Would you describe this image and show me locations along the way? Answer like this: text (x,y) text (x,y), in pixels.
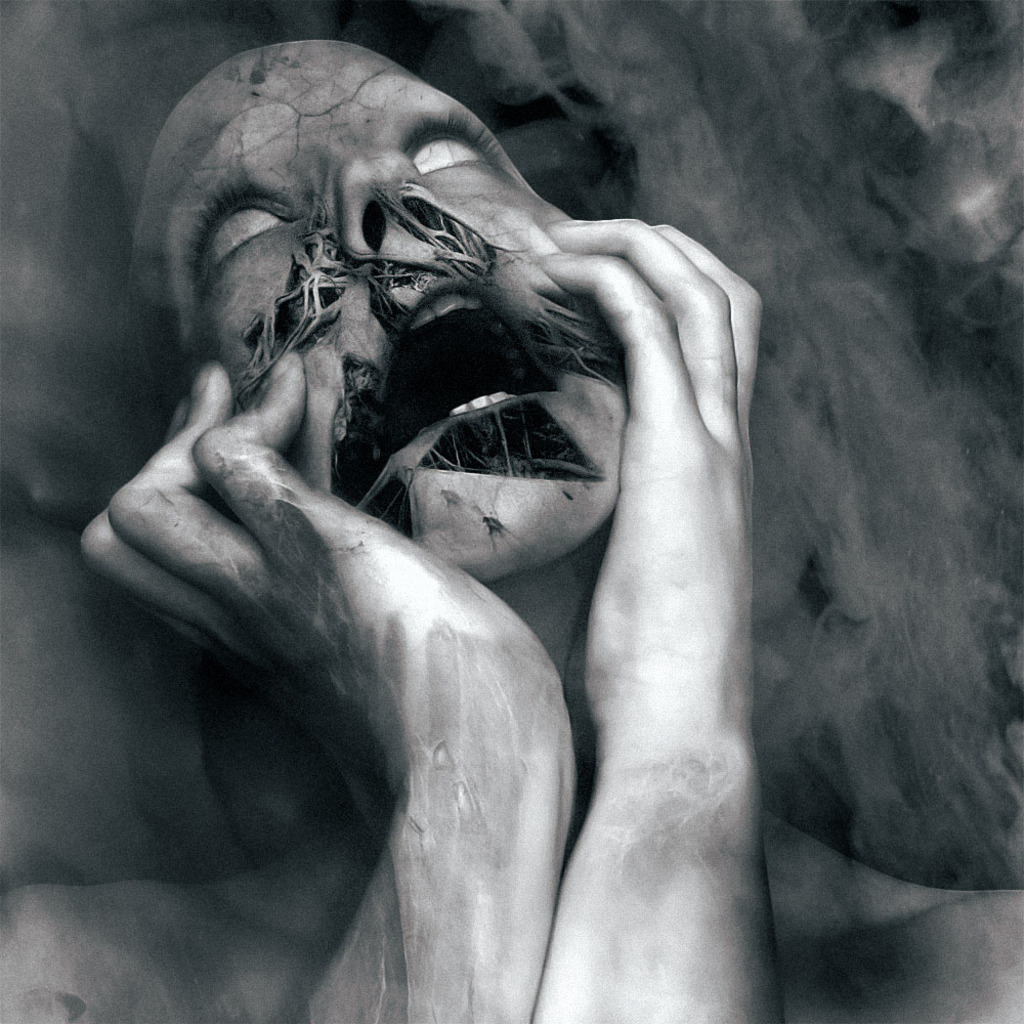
In the middle of this image (574,537), there is a person (519,359) looking up and keeping both hands fingers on both cheeks (520,255). In the background (99,448), there is smoke (830,62). And the background (84,749) is dark in color.
